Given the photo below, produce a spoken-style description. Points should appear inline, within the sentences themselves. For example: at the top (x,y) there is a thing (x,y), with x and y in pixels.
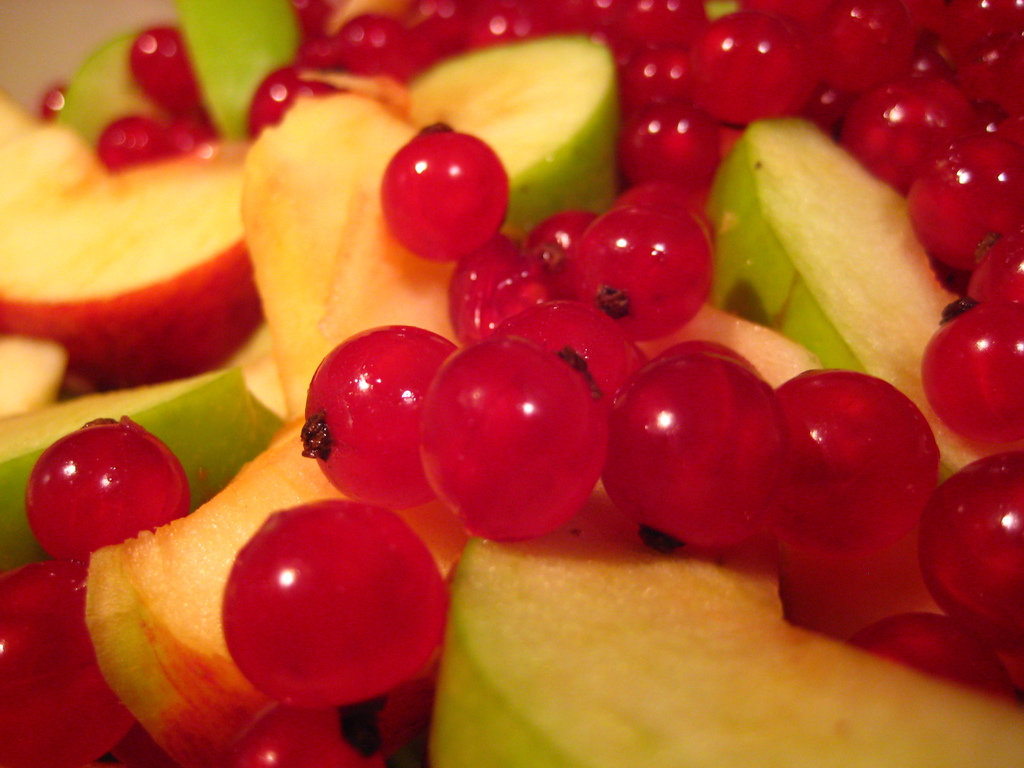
In this image we can see some fruits (341,367) like apple (425,315) and red currants (495,294).
